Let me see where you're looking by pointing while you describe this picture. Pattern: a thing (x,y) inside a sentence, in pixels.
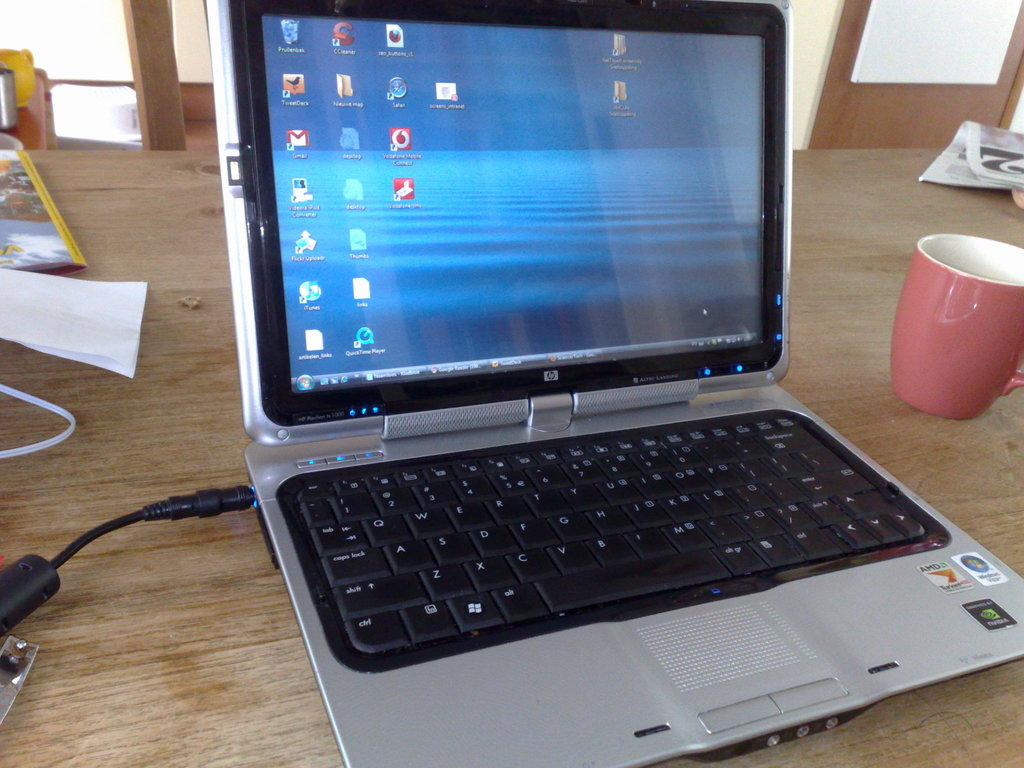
In this picture there is a table (110,570), on the table (944,189) there are newspaper (955,170), cup (956,312), laptop (512,444), cable (74,548), paper (36,324) and book (34,188). In the background (179,68) there is a door (934,42) and wall (124,54).
